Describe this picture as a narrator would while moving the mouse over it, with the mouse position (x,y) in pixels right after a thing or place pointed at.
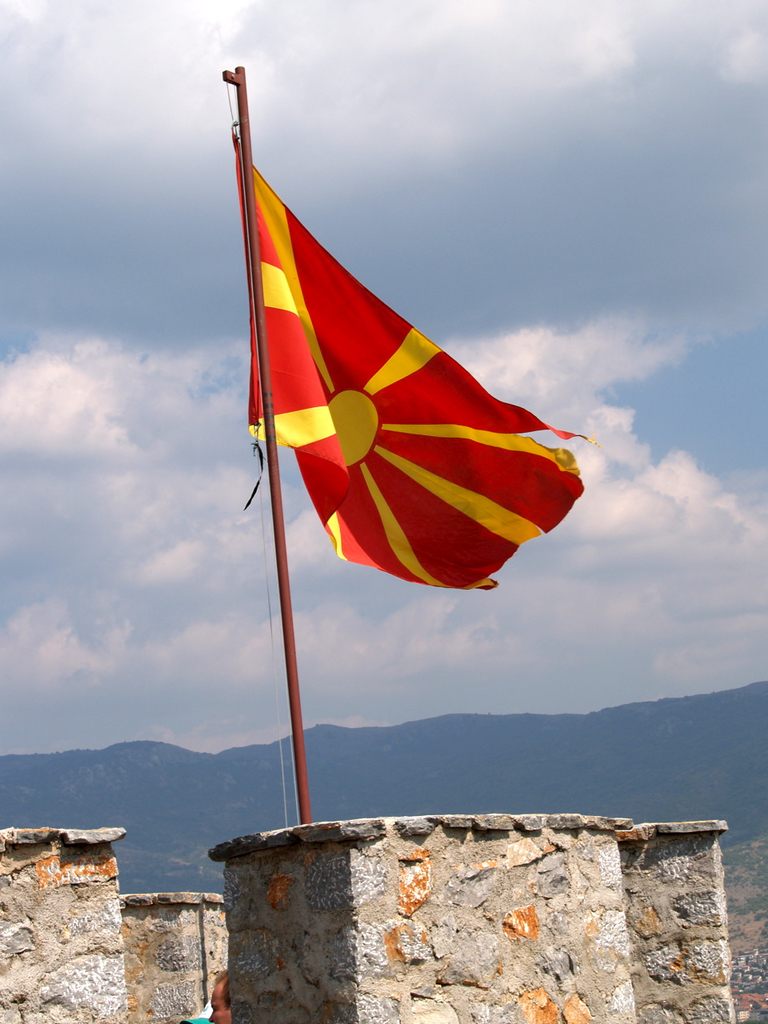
This picture is clicked outside the city. In the foreground (213,900) we can see a person (220,997) and some other objects (366,928). In the center (402,386) there is a flag (325,353) attached to the pole (304,822). In the background (425,673) we can see the sky (256,572) which is full of clouds (262,607) and we can see the hills (419,771).
